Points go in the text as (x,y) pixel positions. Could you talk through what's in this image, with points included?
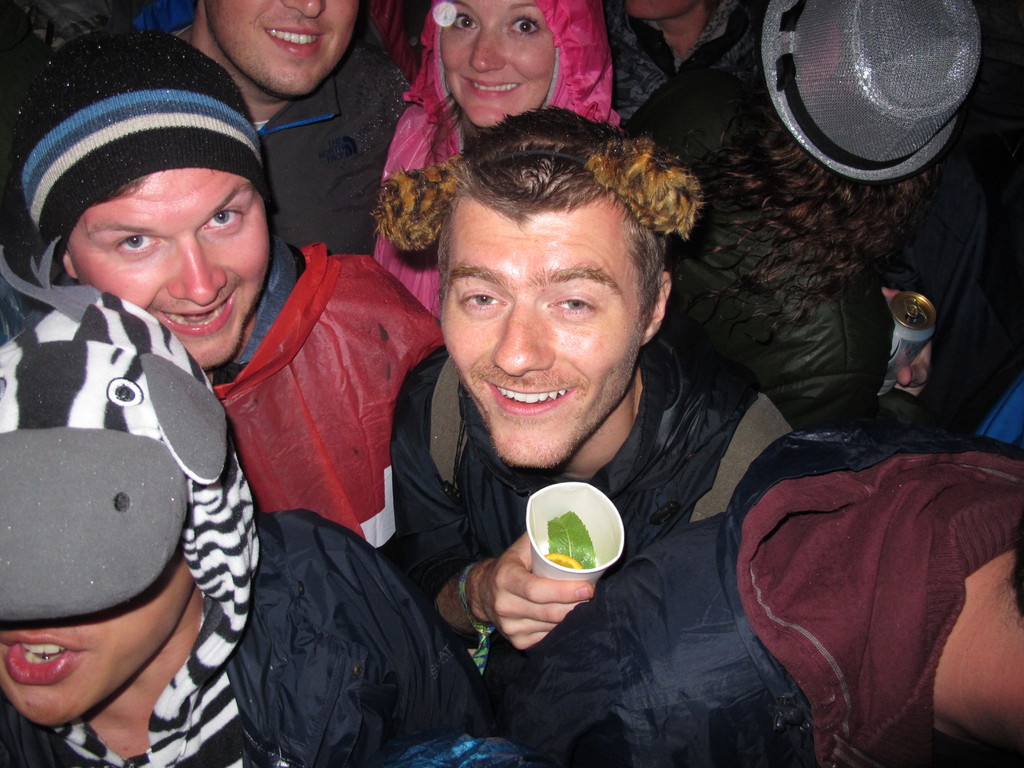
In this image we can see some group of persons (600,425) wearing sweaters (994,480) and some are wearing caps (77,99) standing and posing for a photograph.
